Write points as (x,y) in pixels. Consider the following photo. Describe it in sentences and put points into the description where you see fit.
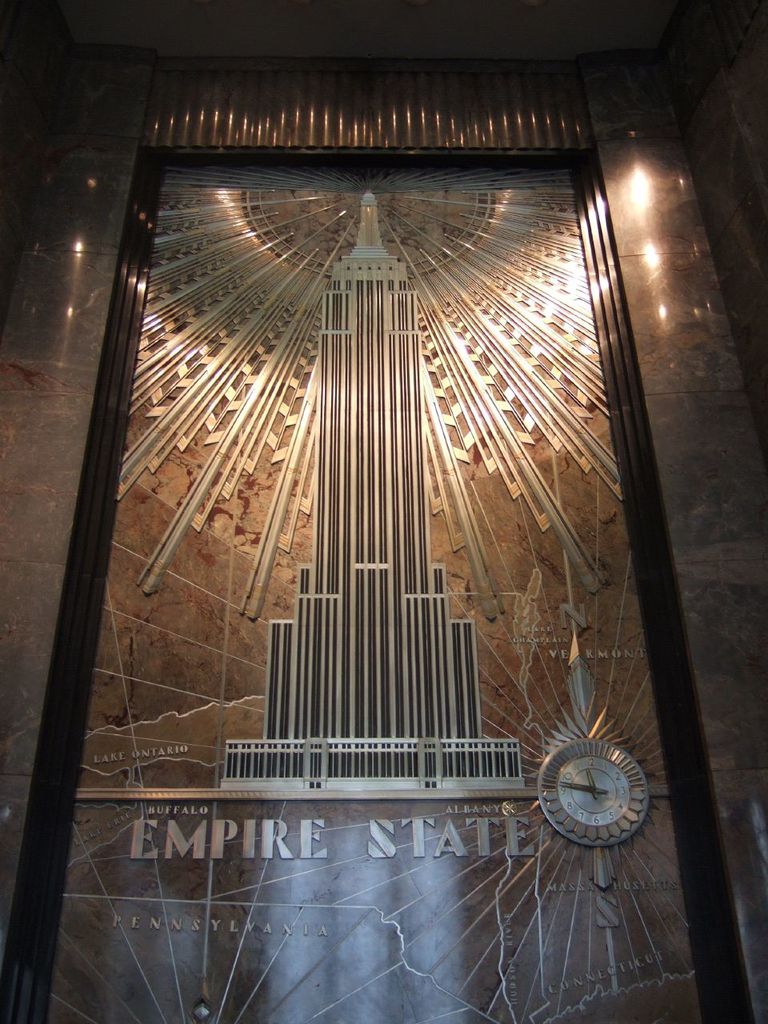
In this image, we can see there is a frame (28,892). In this frame (36,895), there is a clock (547,772), there are texts (188,806), a design (307,756) of a building (341,501) and other designs (183,445). This frame (86,521) is attached to the wall (83,119), on which there are lights (632,203).
